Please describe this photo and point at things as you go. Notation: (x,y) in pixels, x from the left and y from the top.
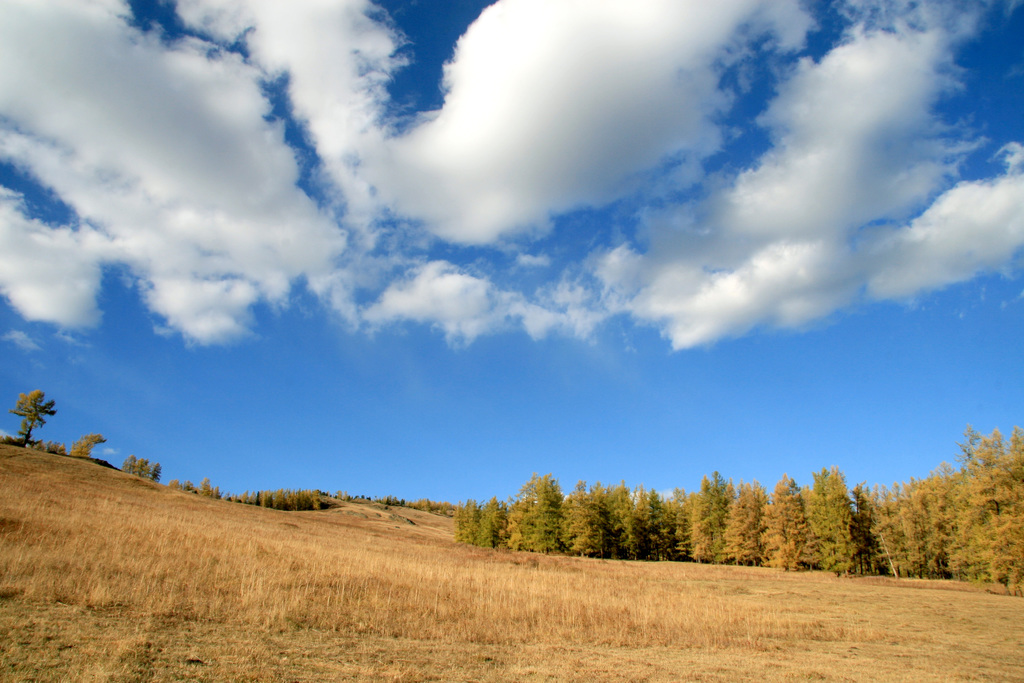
In this image we can see grass (266,517) on the ground (456,552) and some trees (769,521) and at the top (569,100) we can see the sky (370,42) with clouds (25,72).
